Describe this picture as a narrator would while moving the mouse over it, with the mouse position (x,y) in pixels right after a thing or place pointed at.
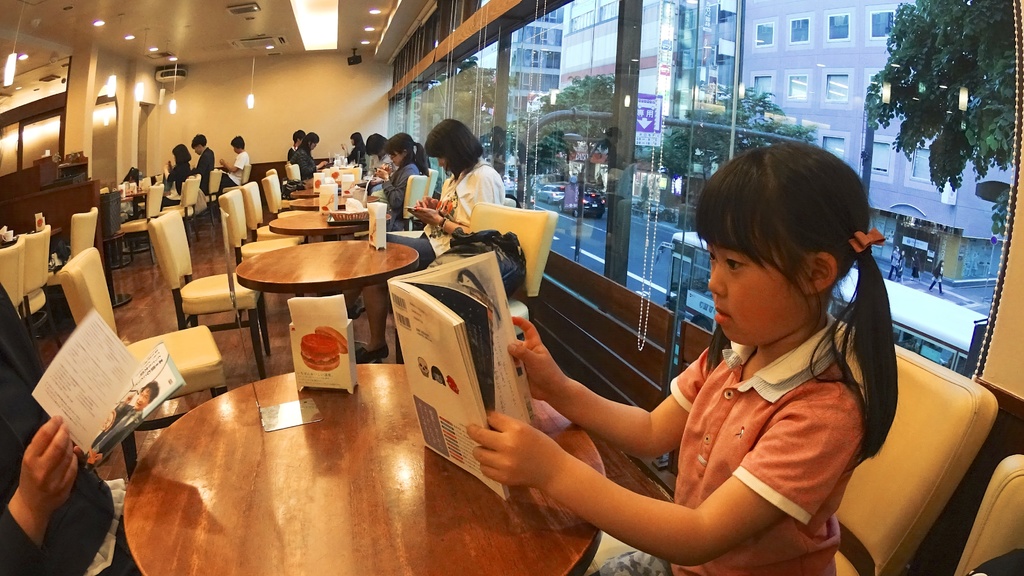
In a restaurant (279,220) there are tables (293,490) and chairs (241,199). And some people (238,169) are sitting. To the right side (729,417) there is a girl (738,413) sitting on a chair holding a book (453,382) in her hand (529,345). on the top (129,39) there are some light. To right side (817,106) there are glass window (572,119). Outside the window (783,66) there are some buildings (752,59) and trees (941,122).
